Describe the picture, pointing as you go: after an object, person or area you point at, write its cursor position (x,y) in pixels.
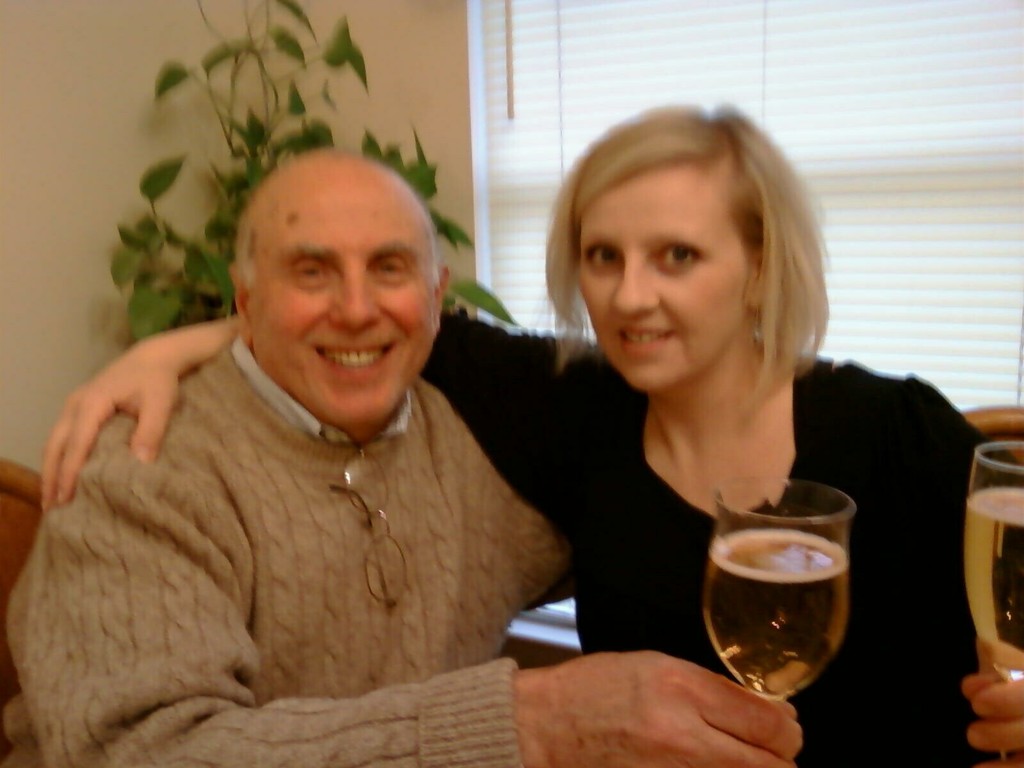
In this picture in the left (284,497) there is a man (327,520) he is smiling and he hold a glass (758,609). On the right (800,423) there is a woman (676,359) her hair (789,244) is short, she wear black dress (565,450) she is catching a glass (971,609). In the background (476,48) there is a plant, wall (123,121) and window (901,218).
